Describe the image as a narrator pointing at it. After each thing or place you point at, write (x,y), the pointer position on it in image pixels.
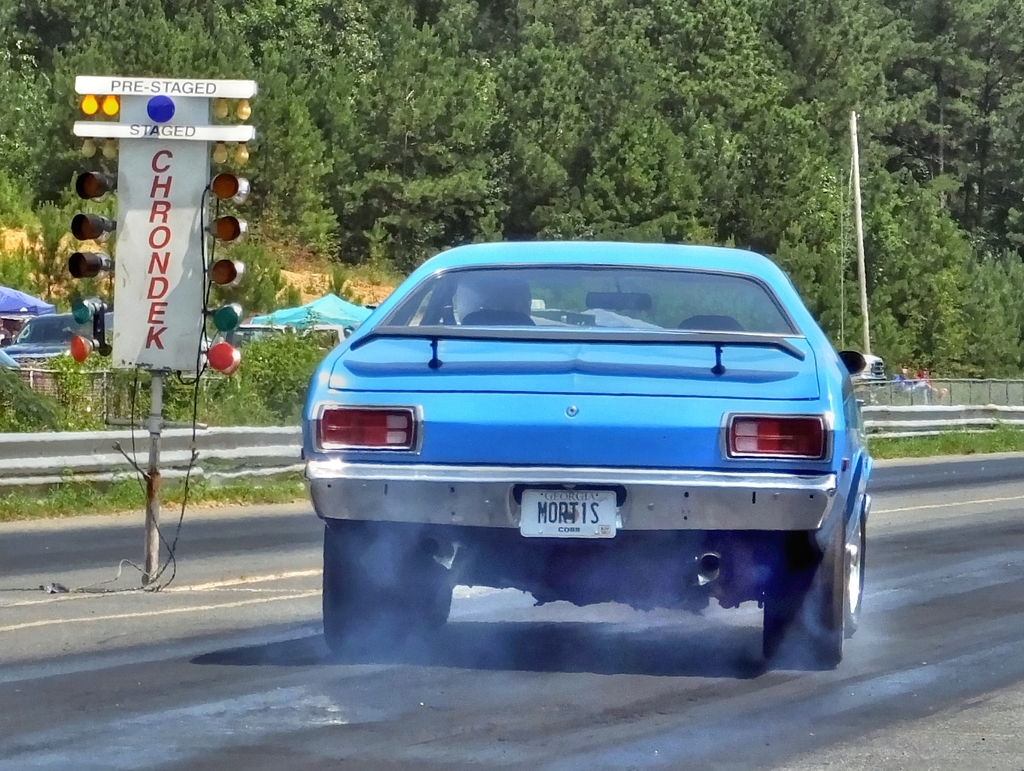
In this image in the center (469,408) there is one car (380,500) on the road (524,665), on the left side (136,145) there is one pole board (139,317) and some lights (222,350). In the background (280,161) there are some tents (299,319), trees (347,254) and poles (864,265) and fence (910,392).
